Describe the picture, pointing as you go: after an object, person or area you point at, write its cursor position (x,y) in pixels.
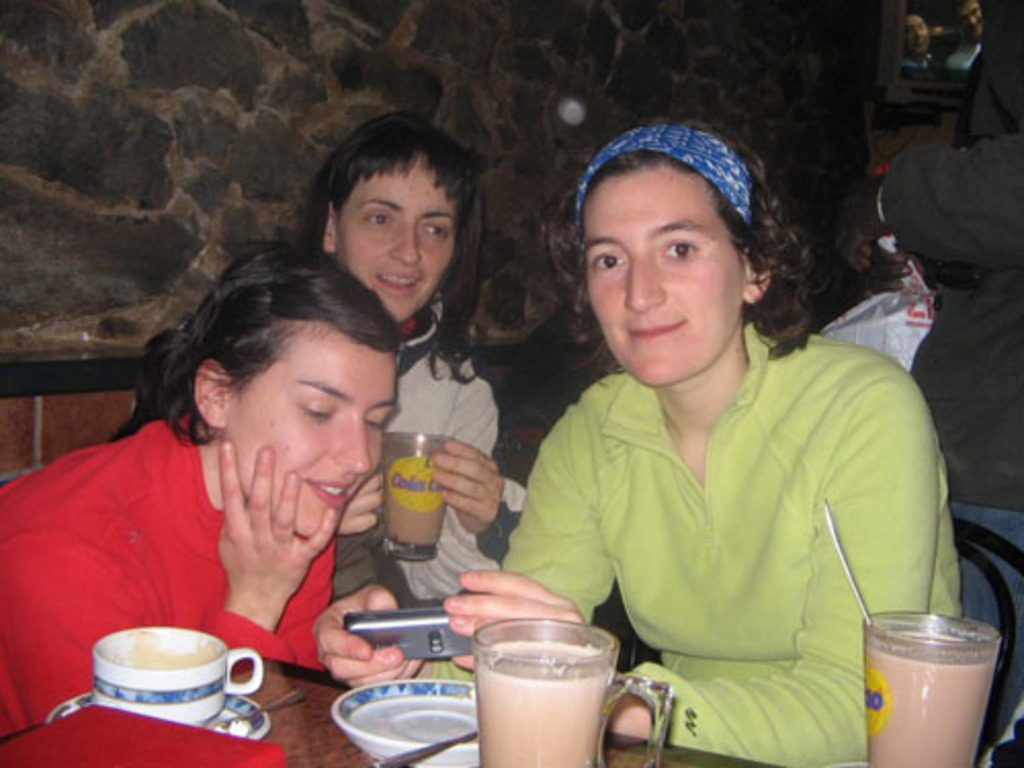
There is a group of people (345,467). They are sitting on a chairs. There is a table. There is a cup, saucer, glass (486,631) and spoon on a table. On the right side (713,522) we have a woman (664,521). She is holding a mobile (399,614).
